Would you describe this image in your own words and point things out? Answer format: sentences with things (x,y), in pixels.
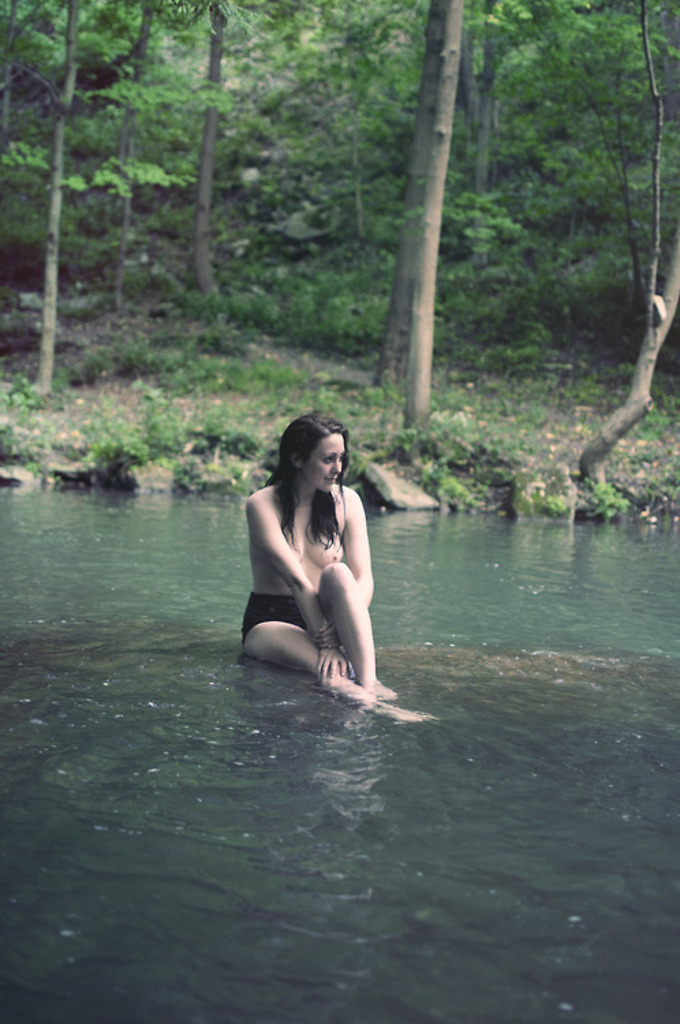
In this picture we can see a woman (291,564) is sitting, at the bottom (385,929) there is water (328,832), in the background (478,240) we can see some trees (619,201) and plants (258,311).
